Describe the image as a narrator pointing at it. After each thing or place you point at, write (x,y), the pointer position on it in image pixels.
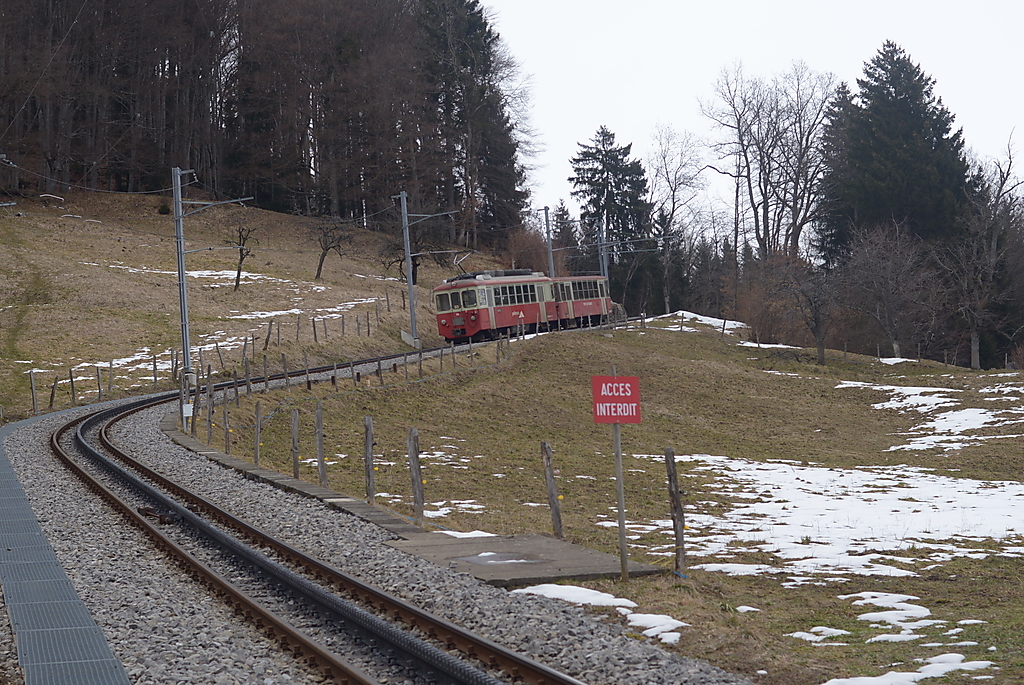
In this picture we can see a train (459,341) on a railway track (446,343), beside this train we can electric poles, wooden poles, ground (641,590), name board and some objects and in the background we can see trees (914,275), sky (864,1).
